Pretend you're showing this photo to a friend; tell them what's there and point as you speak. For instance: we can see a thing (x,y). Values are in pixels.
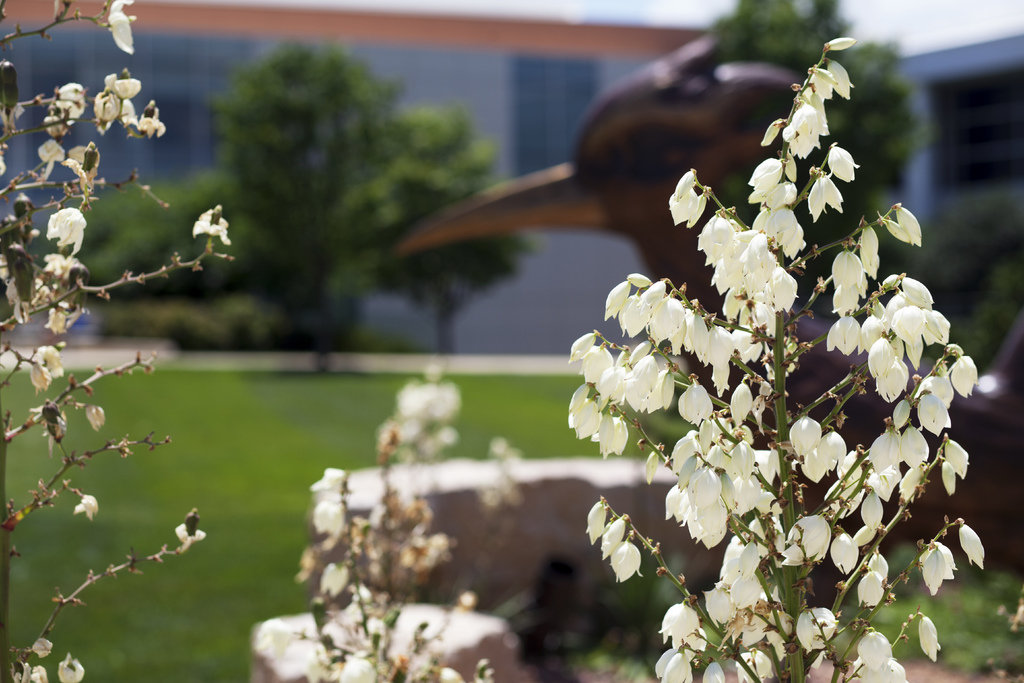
In this image there are plants (503,463) with white color flowers (719,380), and in the background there are trees (985,317), building (1023,84), sky (1010,8).
